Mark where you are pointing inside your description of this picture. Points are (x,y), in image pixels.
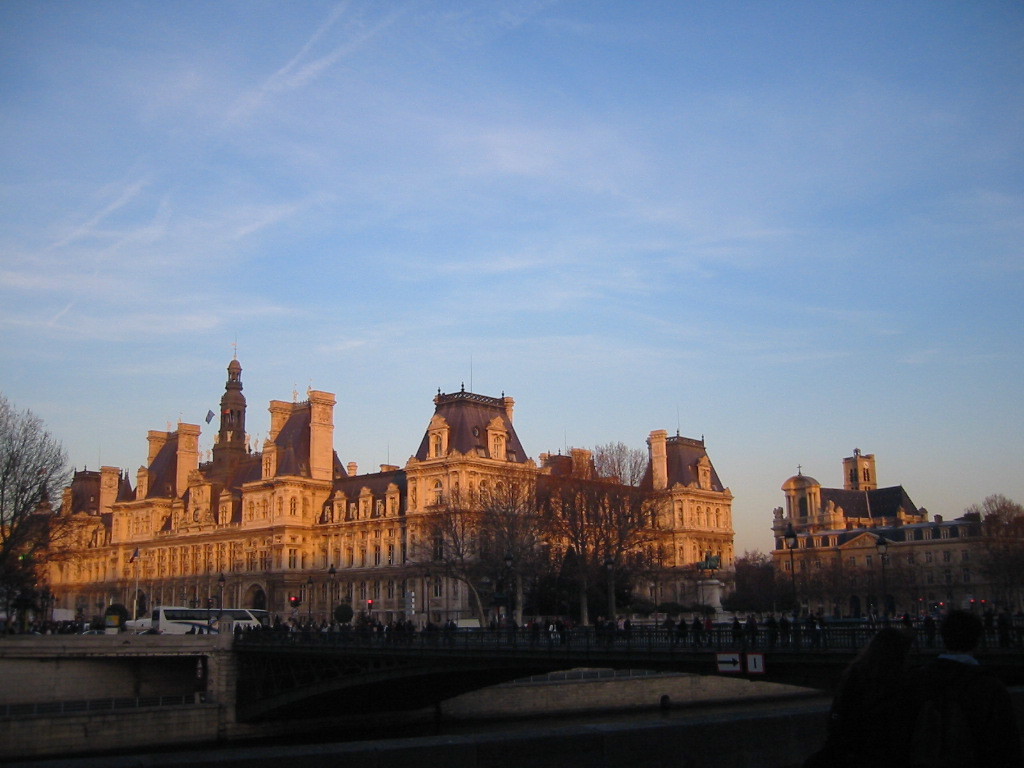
In this picture I can see group of people (993,718), there is a bridge (499,642), water (554,720), trees (653,541), poles (608,581), lights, vehicles (251,618), buildings (183,529), and in the background (651,293) there is sky (583,266).
